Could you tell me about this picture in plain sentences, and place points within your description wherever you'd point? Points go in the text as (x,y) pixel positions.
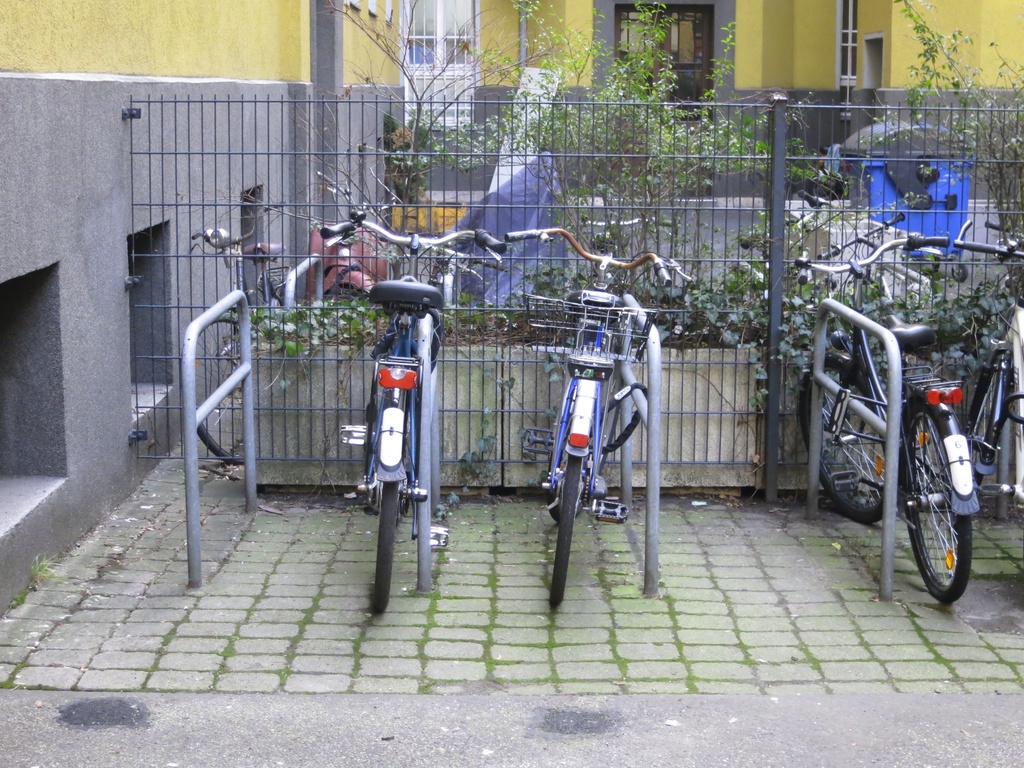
In this image we can see bicycles (588,471) and the barriers (432,320). Behind the bicycles (390,461) we can see the fencing (543,309), plants (571,281), buildings (341,215) and a dustbin (912,174). On the left side (239,215), we can see a wall (174,80) of a building (143,268).
